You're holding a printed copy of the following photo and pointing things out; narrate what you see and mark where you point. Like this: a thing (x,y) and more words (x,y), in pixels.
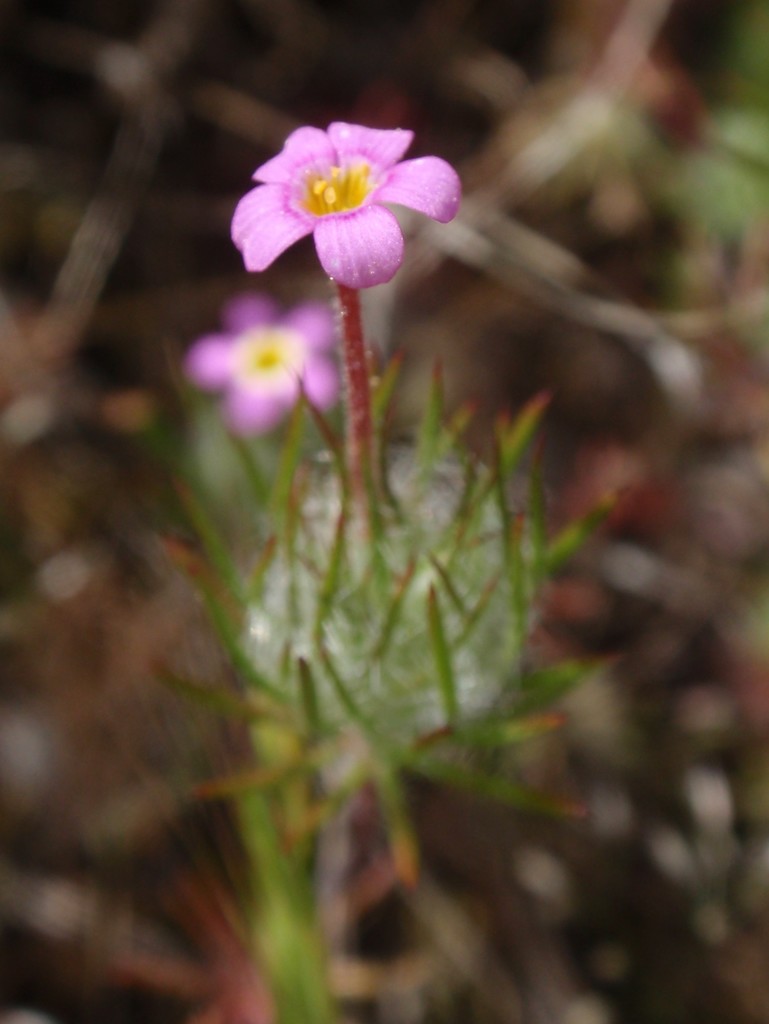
In this image, we can see flowers (289,379) on the blur background (289,367).
